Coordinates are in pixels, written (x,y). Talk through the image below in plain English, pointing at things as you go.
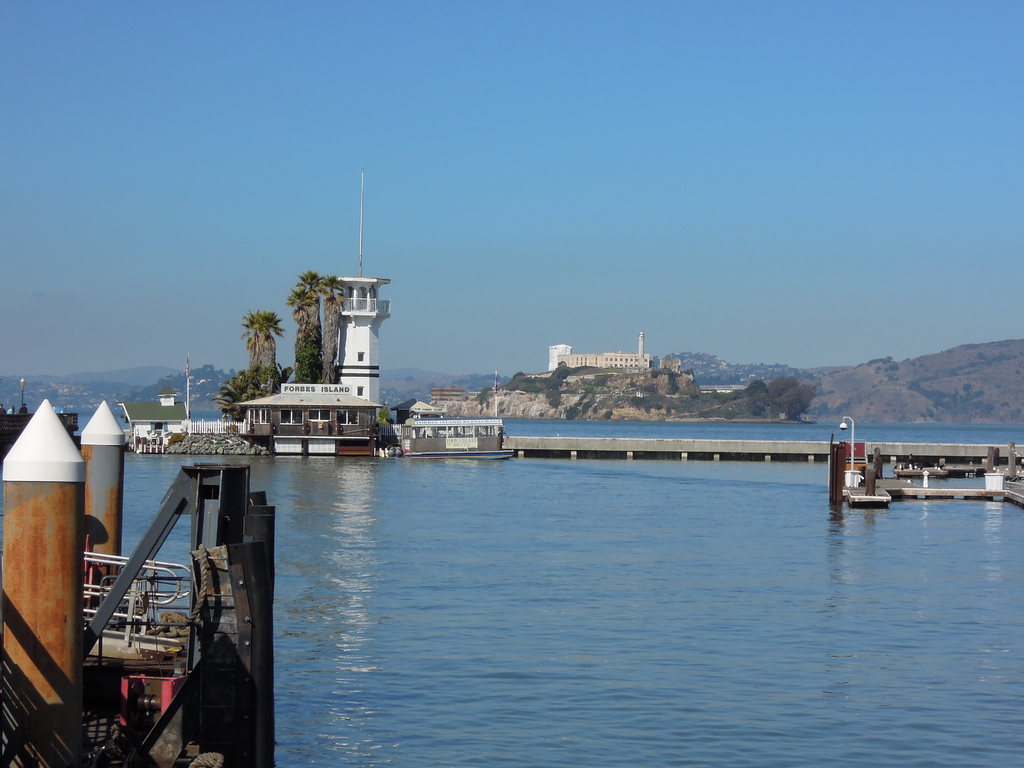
In this picture I can see boat harbor (417,580), there is a boat (439,445) on the water (697,507), a bridge (601,448), houses (361,407), trees (806,398), hills (725,379), and in the background (748,214) there is sky (758,189).
